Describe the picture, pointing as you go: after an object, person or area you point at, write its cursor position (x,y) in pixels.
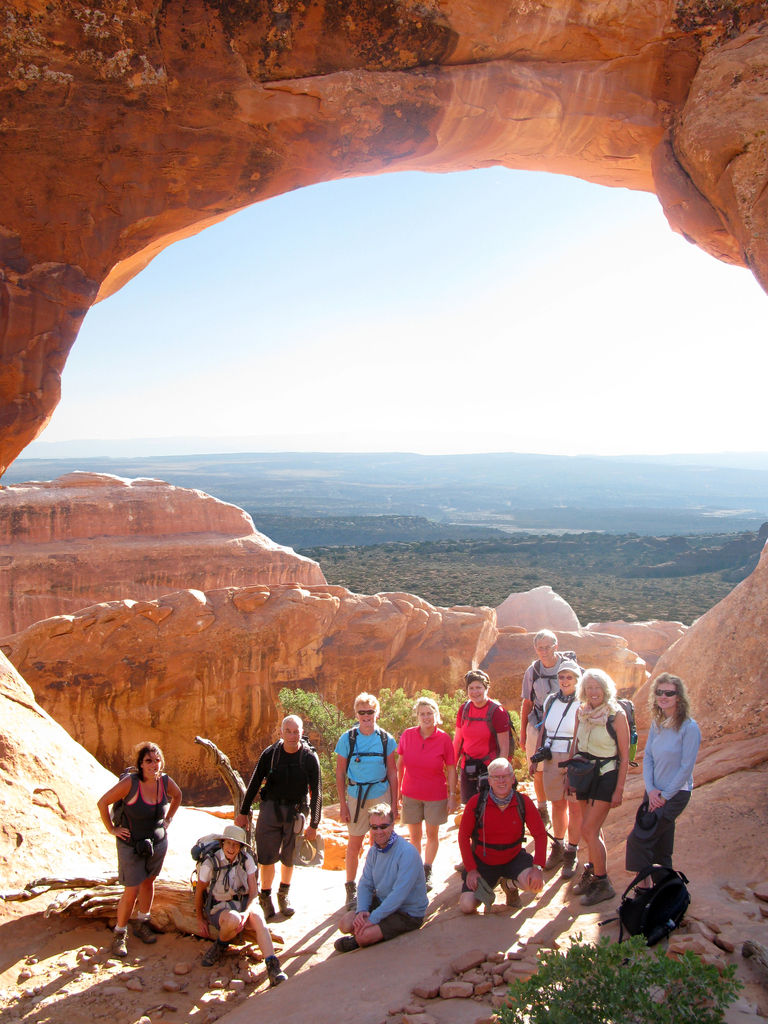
On the right (671,747) there is a woman (679,739) who is wearing goggles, t-shirt (685,746) and shoes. She is standing near to the bag (673,920). Beside her we can see old woman (586,736) who is wearing bag (628,702). Here we can see another woman (554,707) who is holding a camera (541,756). Here we can see two person (489,858) sitting on the stone (405,965). On the left (123,829) we can see group of person (300,736) standing on the stone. In the background (536,475) we can see stone mountain (377,639), trees (472,555), forest (548,541). On the top (536,302) we can see sky (467,292). On the bottom (540,1006) we can see plant (586,990).
